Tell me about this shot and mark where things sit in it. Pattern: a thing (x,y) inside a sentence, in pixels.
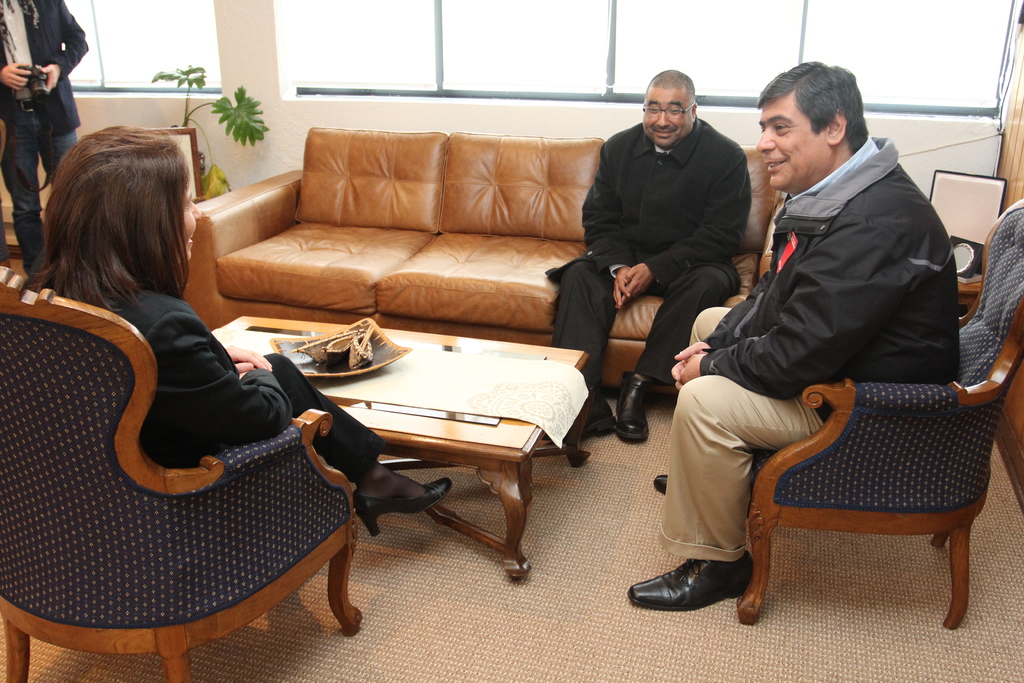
In this picture we can see four persons (657,204) were here woman (181,331) sitting on chair (257,482) and man (633,196) sitting on sofa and smiling and in front of them there is table (416,362) and on table (442,459) we can see bowl (379,341) and in background (285,59) we can see windows (638,38), tree (218,106).
